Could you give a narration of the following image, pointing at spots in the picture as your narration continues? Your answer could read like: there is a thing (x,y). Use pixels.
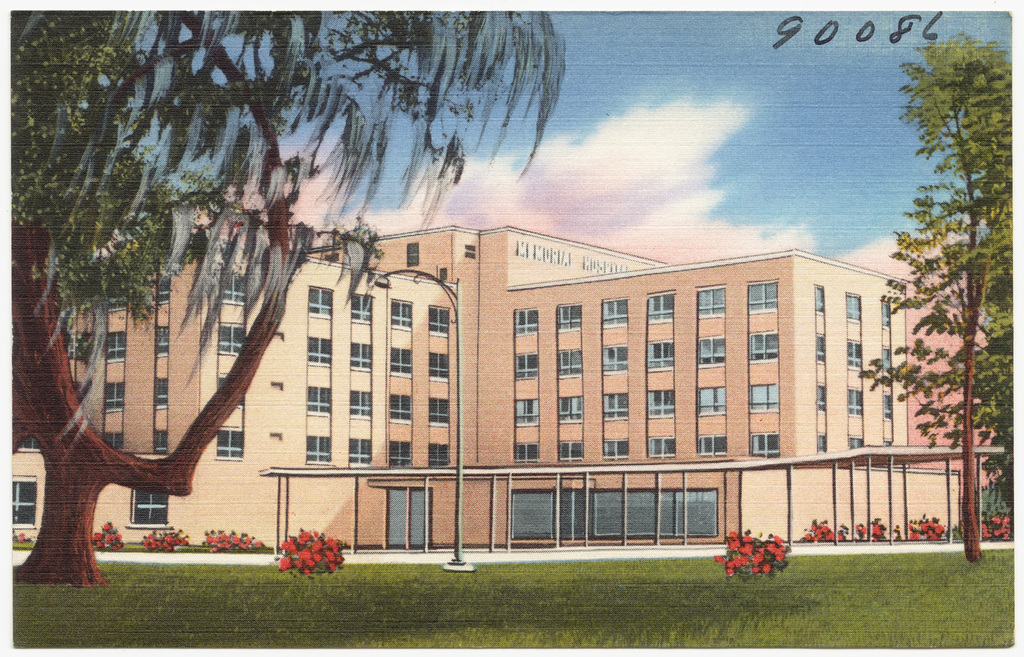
It seems to be the image is outside of the building (730,493). In the image on right side (1000,52) we can see some trees (993,62) and plants (910,534) with flowers (823,532), on left side (55,143) we can also see some trees (191,72) in middle (452,371) there is a street light (460,378), building (501,352), windows (442,406) at bottom (667,601) there is a grass (802,619) and sky (671,140) is on top (678,118).
